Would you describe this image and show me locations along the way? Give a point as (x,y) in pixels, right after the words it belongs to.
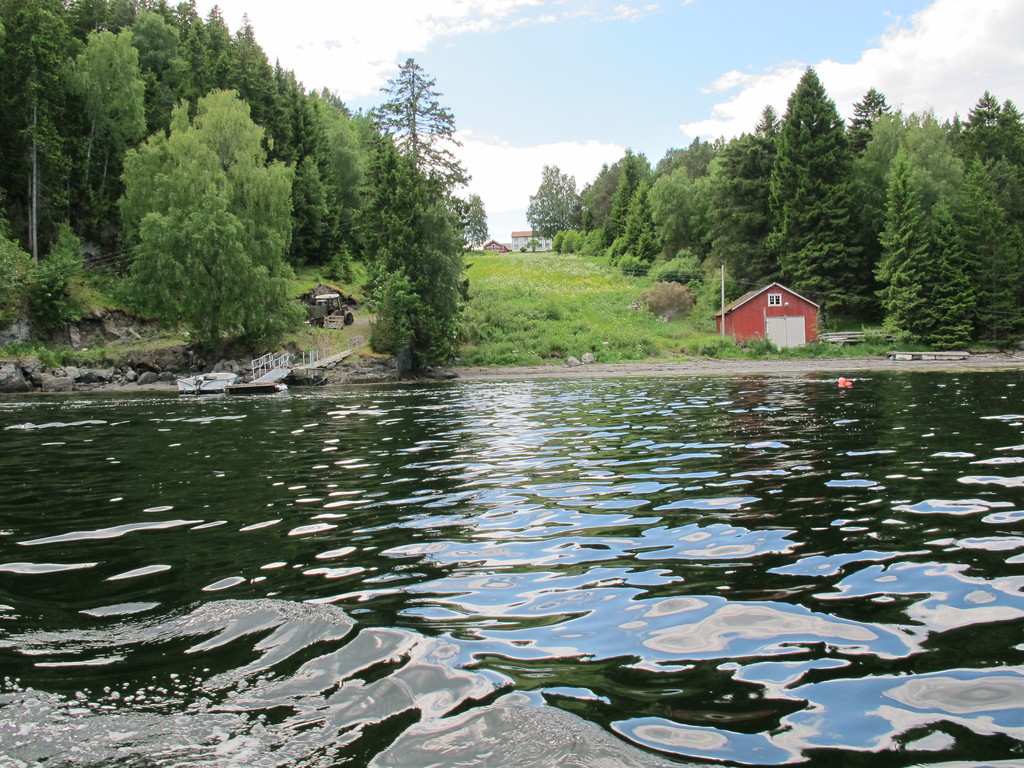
In this picture we can see water (676,452) at the bottom (659,513), in the background (981,235) there are some trees (410,228) and a building (522,240), we can see a house (761,311) in the middle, there is the sky (584,58) at the top of the picture (636,28), we can also see some plants (570,308) in the middle (551,289).
